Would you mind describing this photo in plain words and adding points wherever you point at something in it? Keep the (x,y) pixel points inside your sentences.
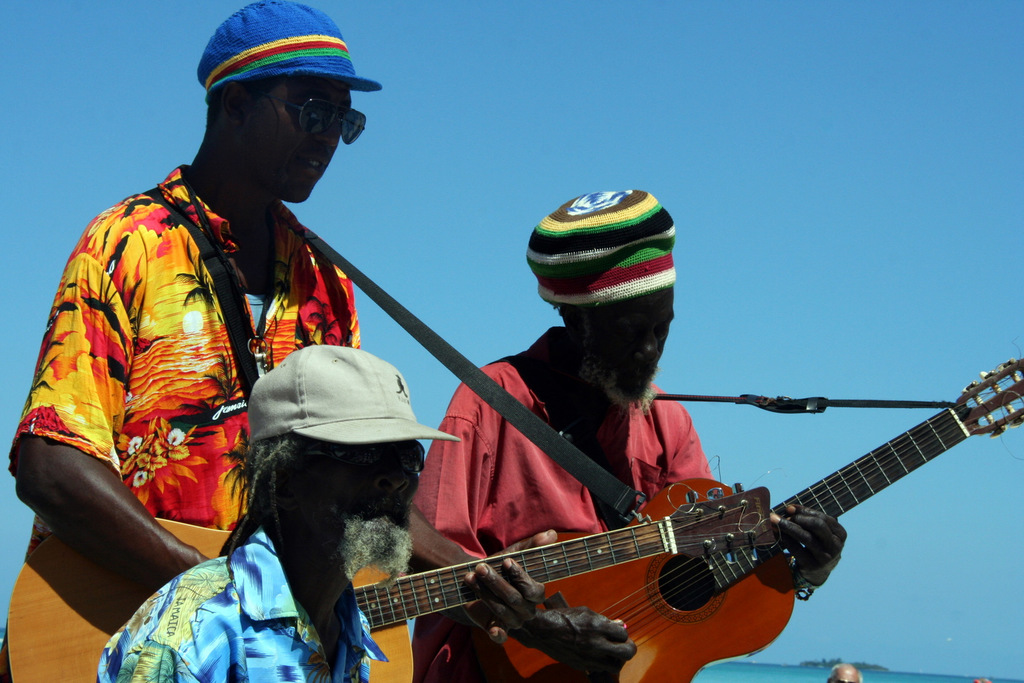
In this image I see 3 men (121,661) and all of them wearing caps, in which this 2 are holding the guitars (180,528). In the background (18,40) I see the sky (803,629) and a person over here.
